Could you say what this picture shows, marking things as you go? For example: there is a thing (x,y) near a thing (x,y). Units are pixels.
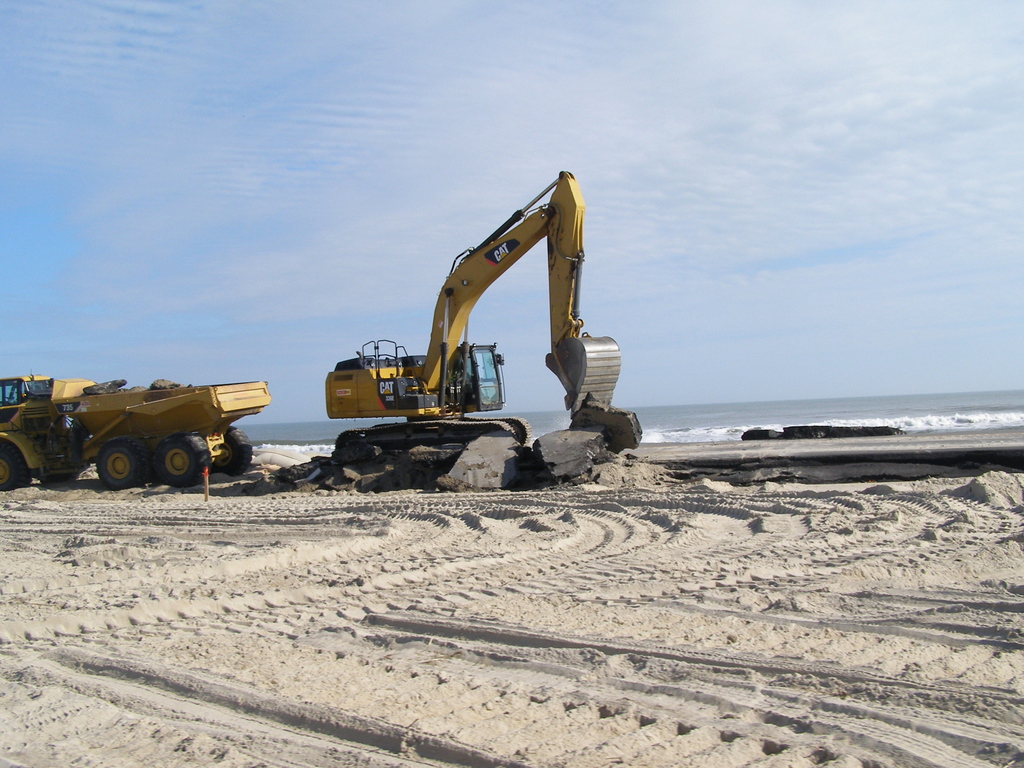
In the picture we can see a sand surface (712,677) on it, we can see a truck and sand (839,705), removing equipment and behind it we can see water (875,410) and sky (656,167) with clouds (656,167).
